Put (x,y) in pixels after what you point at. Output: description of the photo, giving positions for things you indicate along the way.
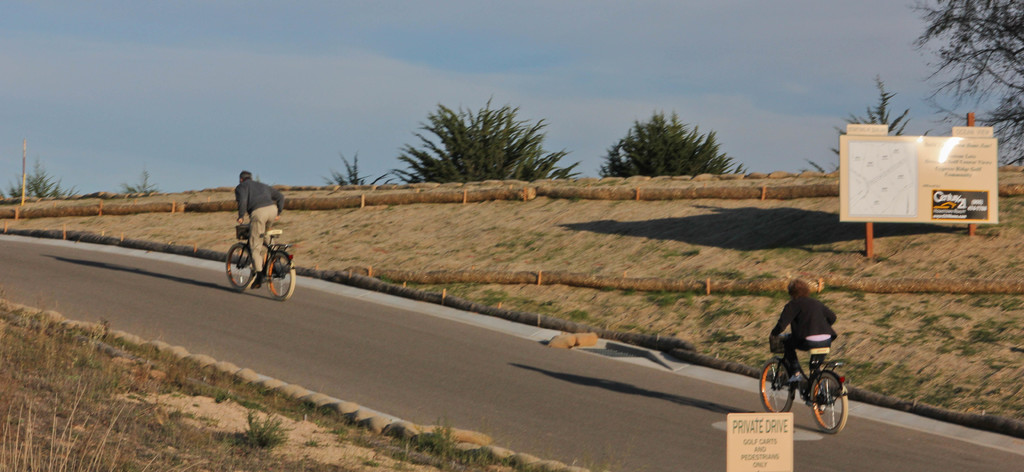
In this image, there are a few people (802,295) riding bicycles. We can see the ground (296,369) with some objects (234,368). We can also see some grass (250,401), plants (635,165) and trees (638,151). We can also see the sky (323,111) and some boards (919,168) with text (770,424) and images (877,158).
